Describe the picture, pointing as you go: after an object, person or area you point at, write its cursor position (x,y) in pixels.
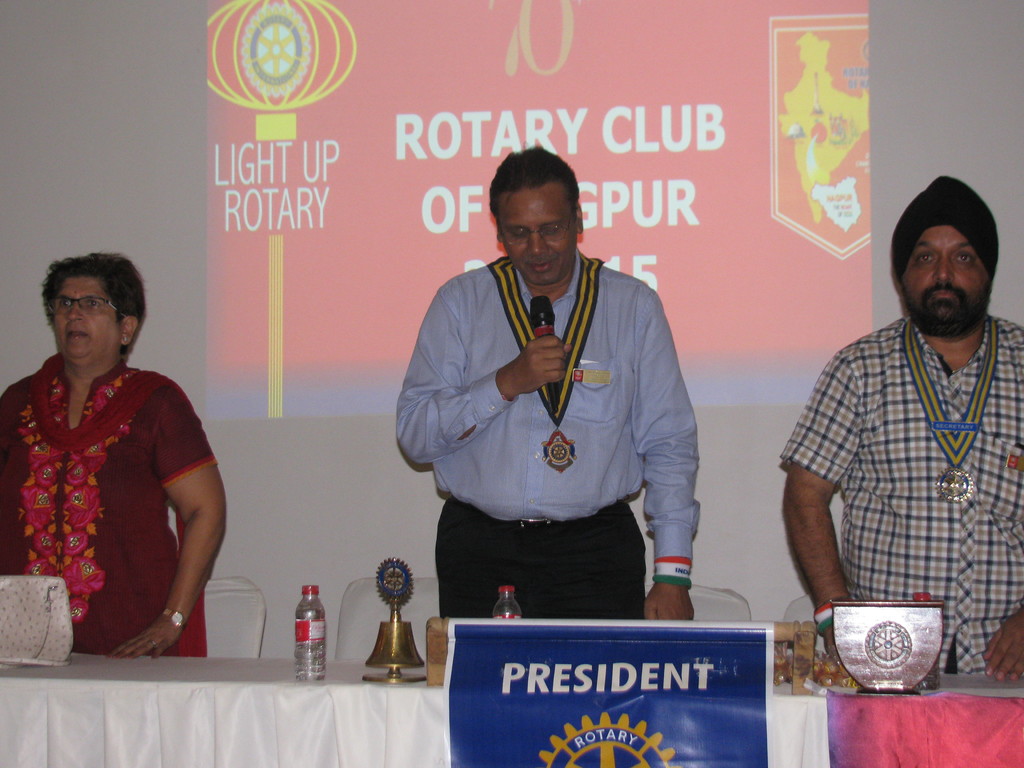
In this picture there are people (970,644) in the center of the image (464,488) and there is a table (646,688) in front of them, on which there are water bottles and trophies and there is a projector screen (463,132) in the background area of the image (413,95).
